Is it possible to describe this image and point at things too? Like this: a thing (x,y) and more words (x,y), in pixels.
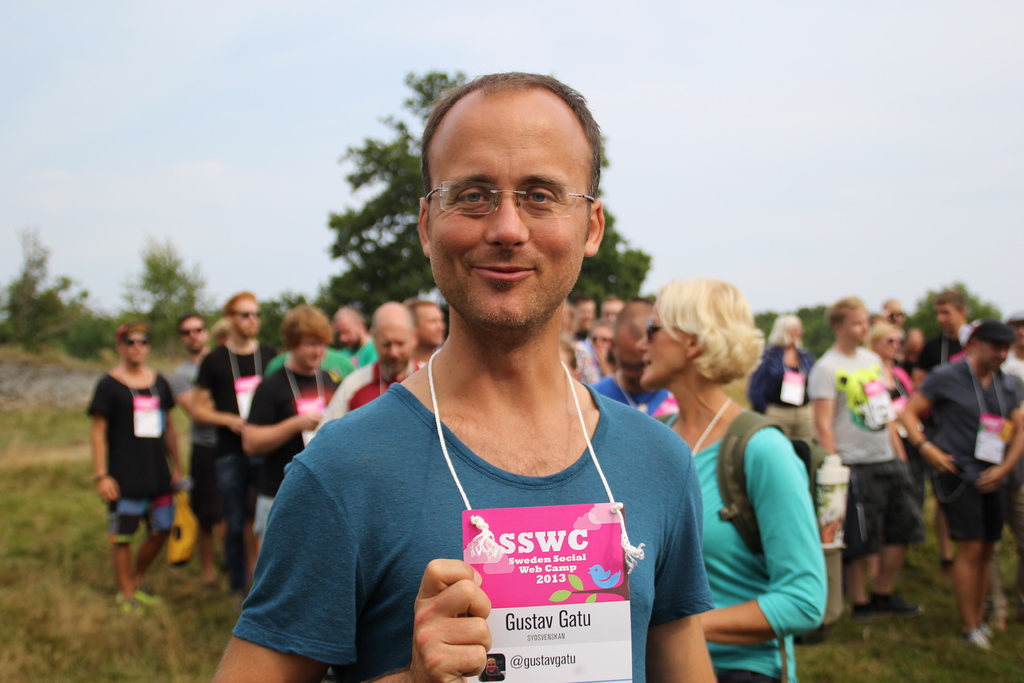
In the middle of the image (501,288) a man (545,139) is standing and holding a tag (549,524) and smiling. Behind him few people (959,450) are standing. Behind them we can see some trees (6,328) and grass (8,561). At the top of the image (231,223) we can see the sky (106,34).
